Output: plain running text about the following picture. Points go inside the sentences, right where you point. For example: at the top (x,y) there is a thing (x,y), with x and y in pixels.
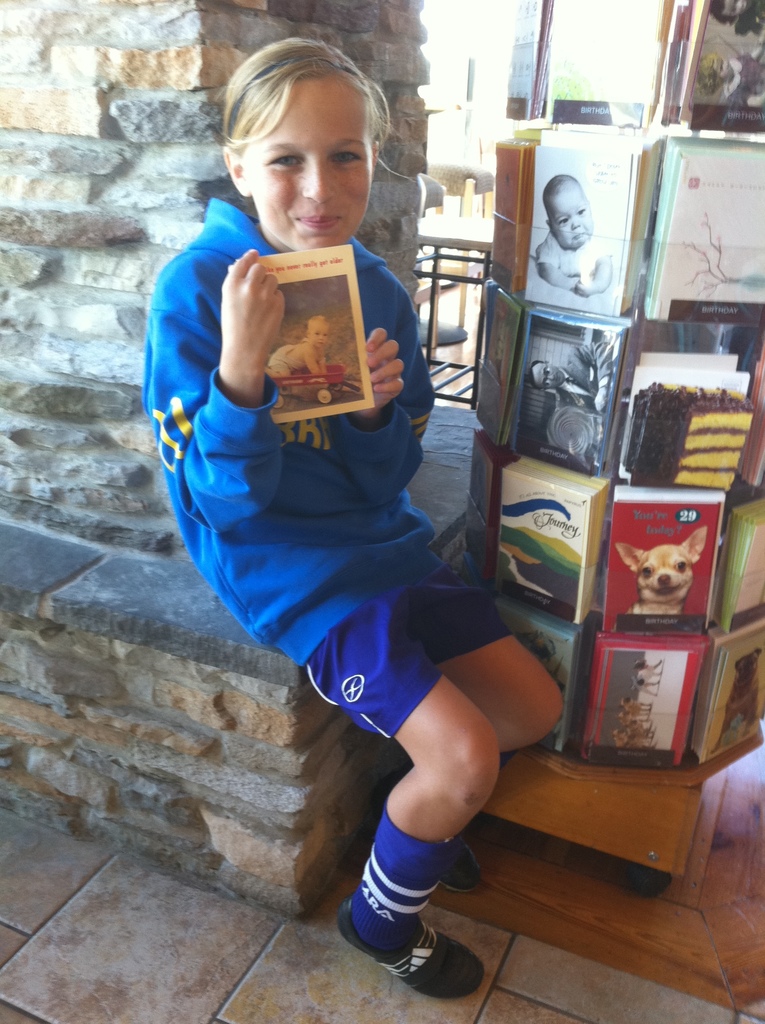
In this image there is a girl (336,527) sitting and holding a card (346,340) in her hand (263,319), beside her there is a stand (509,243), in that stand (590,684) there are cards (578,434), behind her there is a pillar (139,155).
